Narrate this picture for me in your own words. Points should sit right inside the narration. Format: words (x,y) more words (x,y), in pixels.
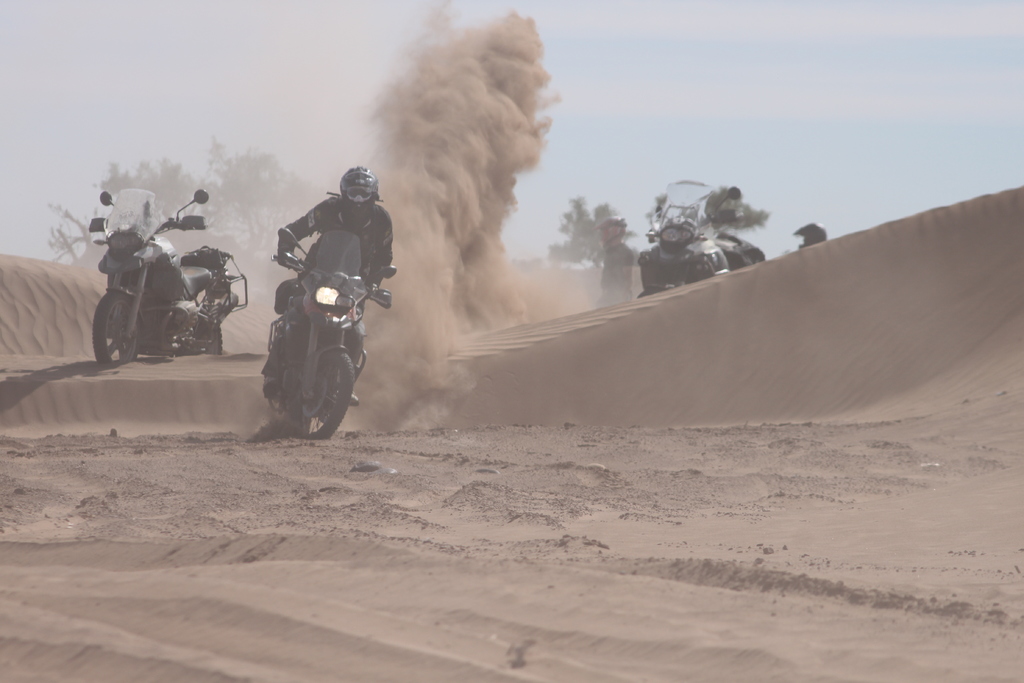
Here in this picture we can see a person (278,297) riding a motor bike (352,263) in the desert (52,296), as we can see sand (84,309) present all over there and we can see he is wearing a jacket (370,235), gloves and helmet (365,179) on him and we can also see other bikes (699,267) and people (628,252) standing over there and behind them we can see trees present over there.
